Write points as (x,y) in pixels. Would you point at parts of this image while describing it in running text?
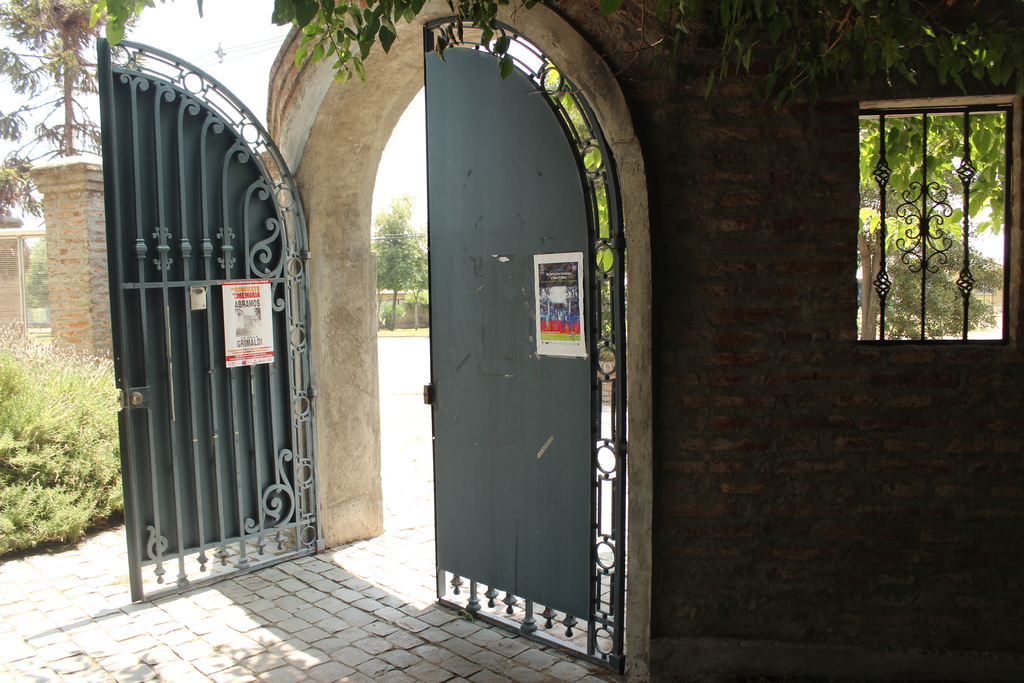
In this picture I can see trees (39,9) and a metal gate (291,343) to the wall (366,372) and I can see plants (81,398) and couple of posters (258,354) on the gate (454,331). I can see a window (899,199) on the right side (877,207) and a cloudy sky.
